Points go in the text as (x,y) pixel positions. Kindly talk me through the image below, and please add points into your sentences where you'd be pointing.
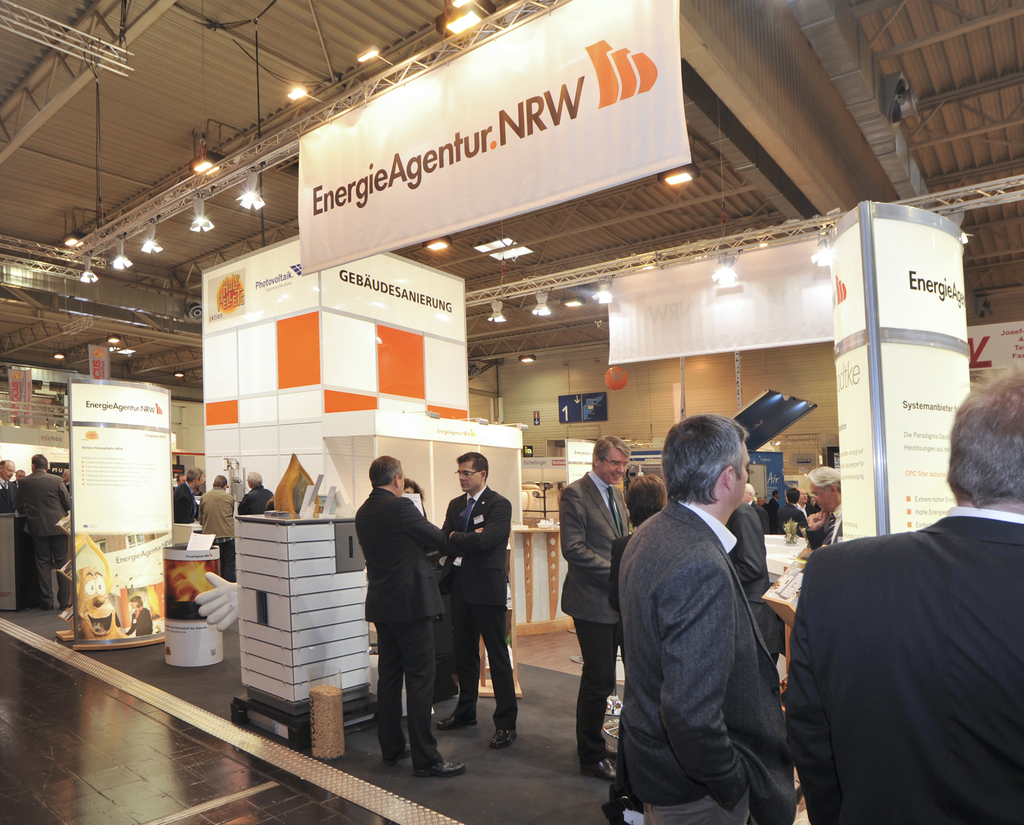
Here in this picture we can see number of people (456,636) standing and walking on the floor (223,805) over there and in the middle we can see a table (339,538) present and we can see hoardings (144,560) and banners (358,222) present here and there and in the middle (389,377) we can see a pillar (363,389) present and on the roof (131,284) we can see lights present all over there.
